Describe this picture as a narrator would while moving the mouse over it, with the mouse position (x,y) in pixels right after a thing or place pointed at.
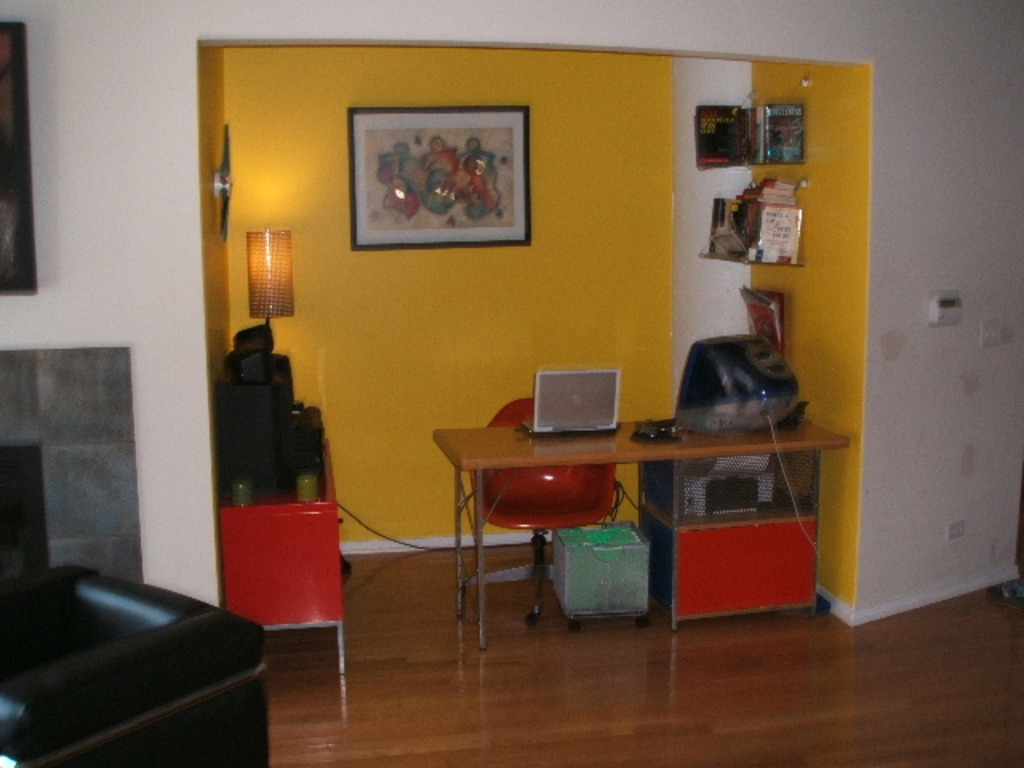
In this image we can see a table (610,438) containing a laptop (616,393) and a monitor (736,390) on it. We can also see the chairs (600,509), wires (454,548), a trolley (581,561), some objects (297,452), glasses (313,491) and a lamp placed on a table (312,515). We can also see the photo frames (499,148) and switchboards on a wall (598,326) and a group of books (788,262) placed in the racks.
